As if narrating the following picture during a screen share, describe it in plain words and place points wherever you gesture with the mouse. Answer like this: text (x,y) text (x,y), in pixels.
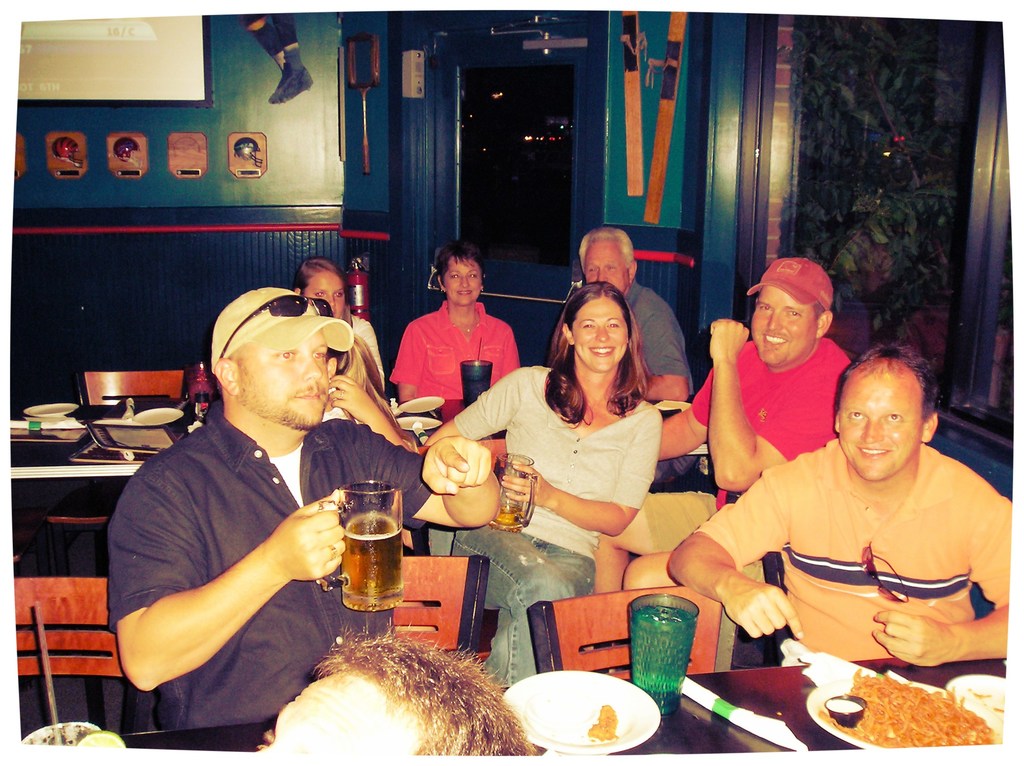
There are few people (592,432) who sat on chair (460,575). It seems to be a bar (472,582). They are holding beer glasses (366,548) in their hands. over to the left side (127,78) corner there is a screen (135,67) and there is table (681,730) in front of them, on it there is a plate (849,689) which has food (934,718) in it.
